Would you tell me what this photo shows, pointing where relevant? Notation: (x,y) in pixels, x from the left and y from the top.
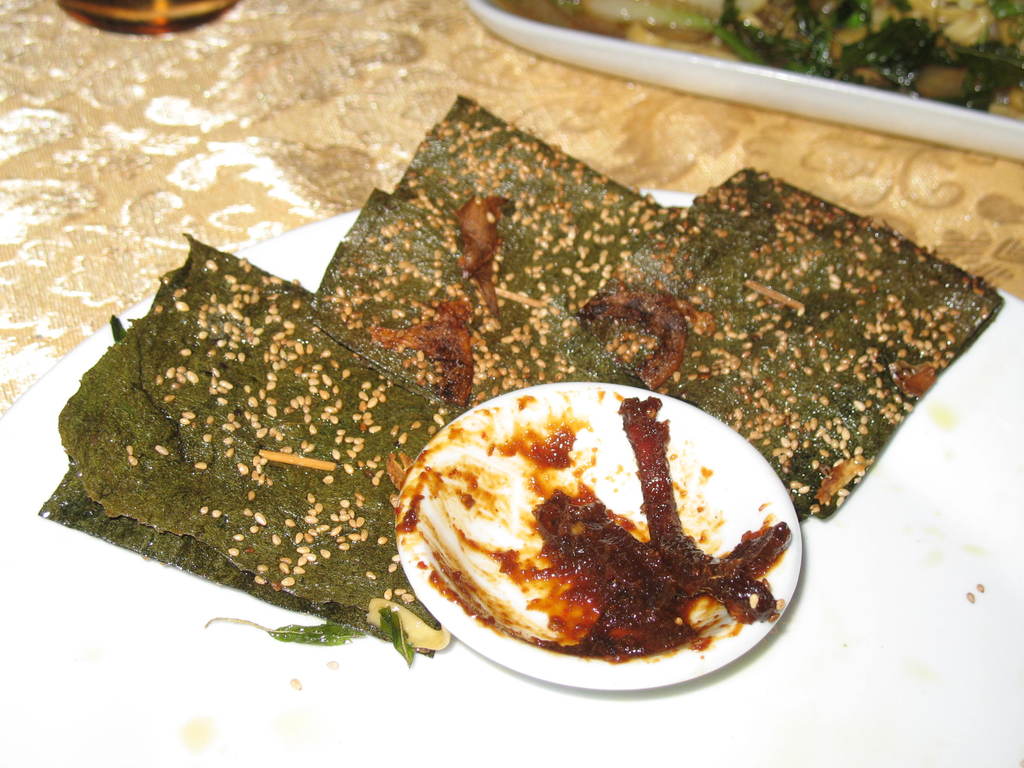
In the foreground of this image (711,331), there is some food item (333,404) on a platter (206,598) and also a white bowl (721,503) with some food (689,584) on it. At the top (748,94), there is some food (845,65) in a white platter (797,79) and an object (178,12) on the cream surface (241,142).
